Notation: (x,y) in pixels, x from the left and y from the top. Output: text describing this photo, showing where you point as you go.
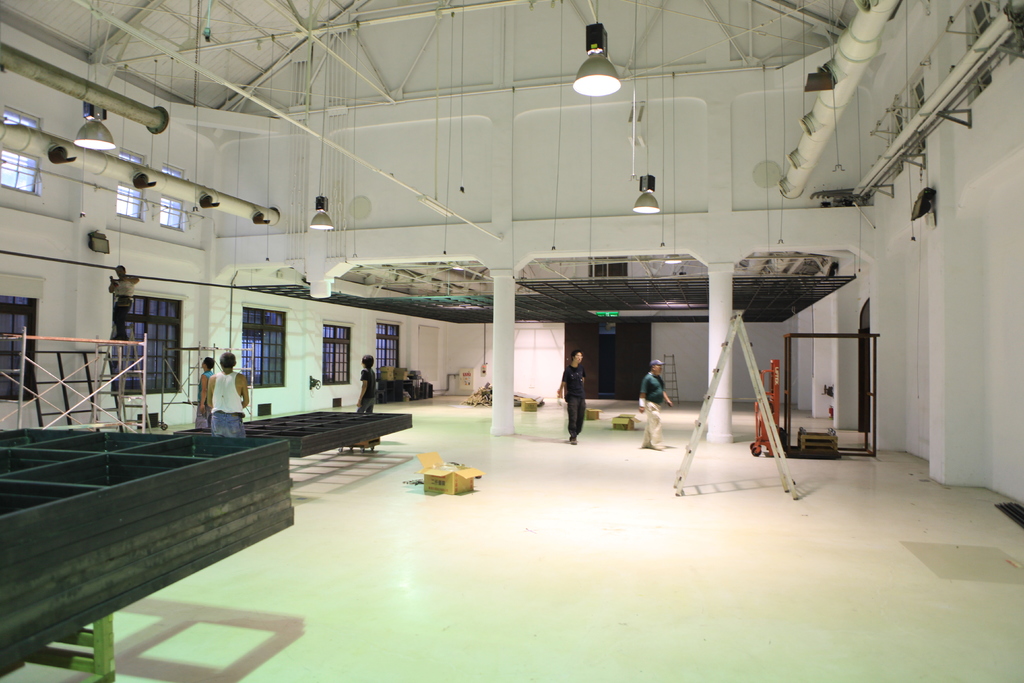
There are people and we can see ladder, cardboard boxes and objects (360,450) on the floor (628,568). We can see pillars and windows (391,336). Top we can see lights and rods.
